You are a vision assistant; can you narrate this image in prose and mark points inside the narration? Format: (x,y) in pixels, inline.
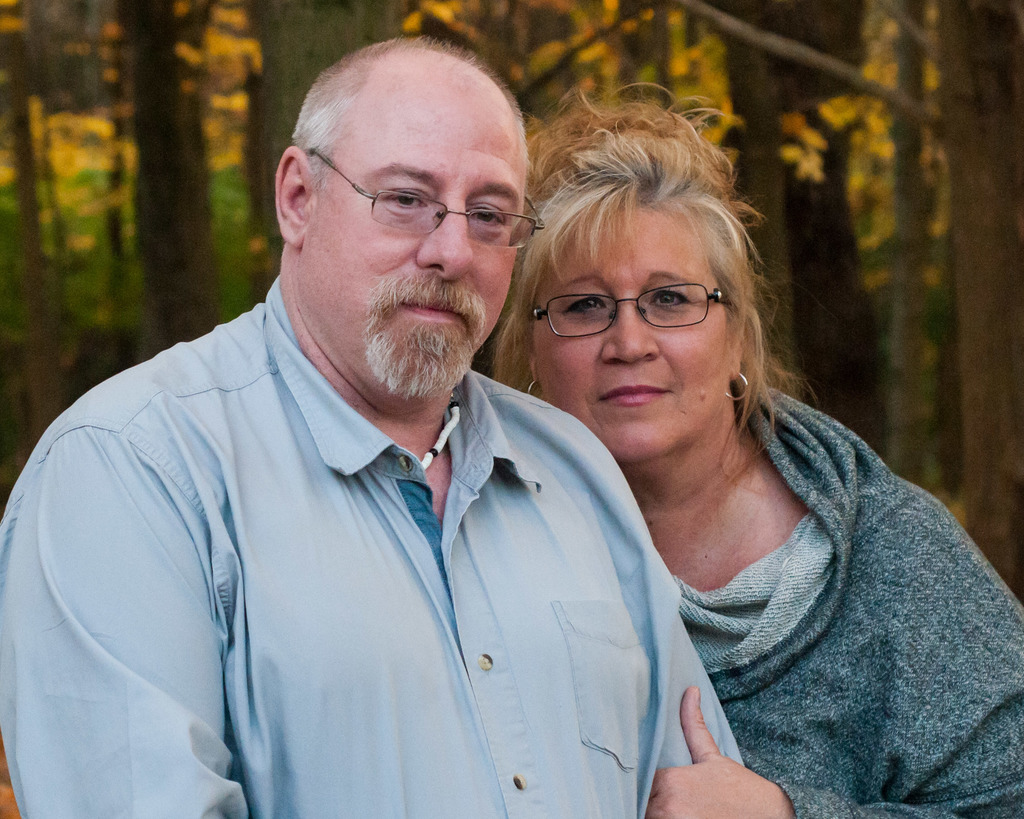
In the foreground of this image (506,525), there is a man (333,595) in blue shirt (368,648) and a woman (811,594) in grey T shirt (828,665). In the background (785,177), there are trees (332,58).
